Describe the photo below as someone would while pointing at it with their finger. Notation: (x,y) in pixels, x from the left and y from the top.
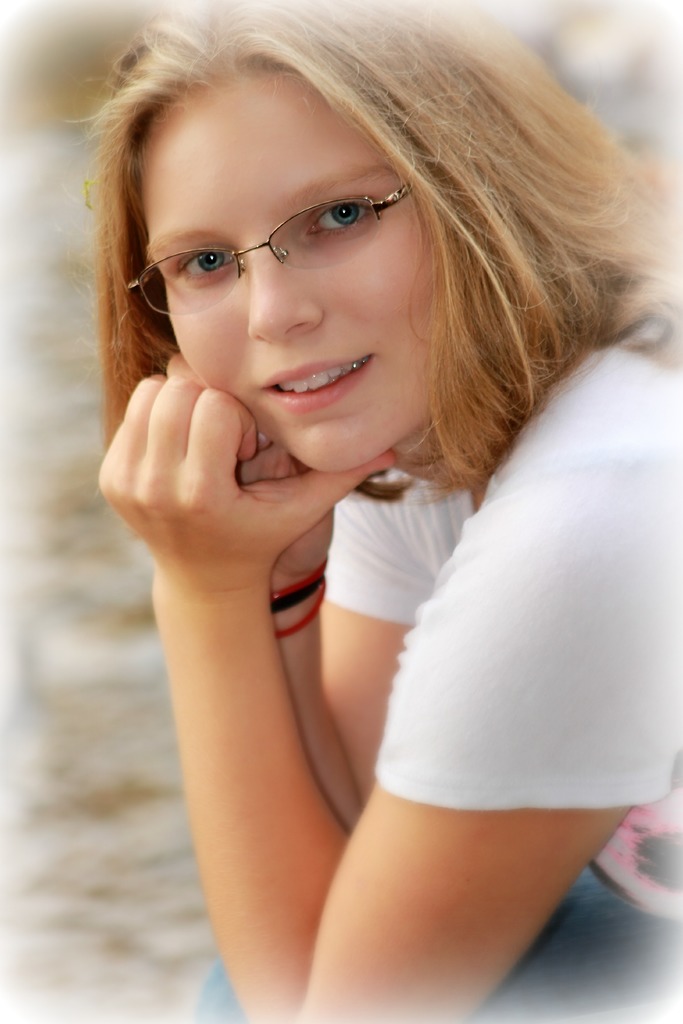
This is an edited image. In the center of the image (302,350) we can see a lady (394,529) is sitting and wearing white T-shirt (516,679), jeans (674,931), spectacles (206,292). In the background (4,883), the image is blur.
